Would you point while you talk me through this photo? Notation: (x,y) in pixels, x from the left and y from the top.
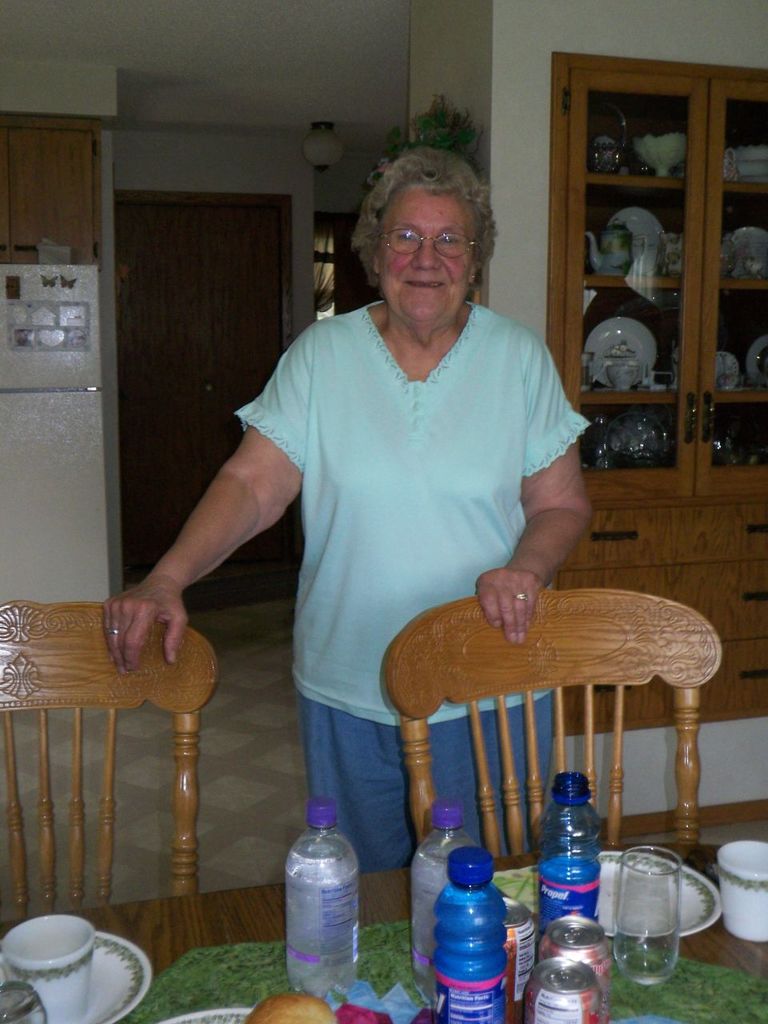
on the table (145,920) there are cup (71,986), saucer (107,972), bottle (331,959), tins (596,1003). there are 2 chairs (506,685). behind that a person (361,486) is standing wearing a green t shirt (352,482) and a pant (356,795). behind that there is a cupboard (661,469) in which there are vessels (630,325). at the back (255,274) there is a door (159,400).
